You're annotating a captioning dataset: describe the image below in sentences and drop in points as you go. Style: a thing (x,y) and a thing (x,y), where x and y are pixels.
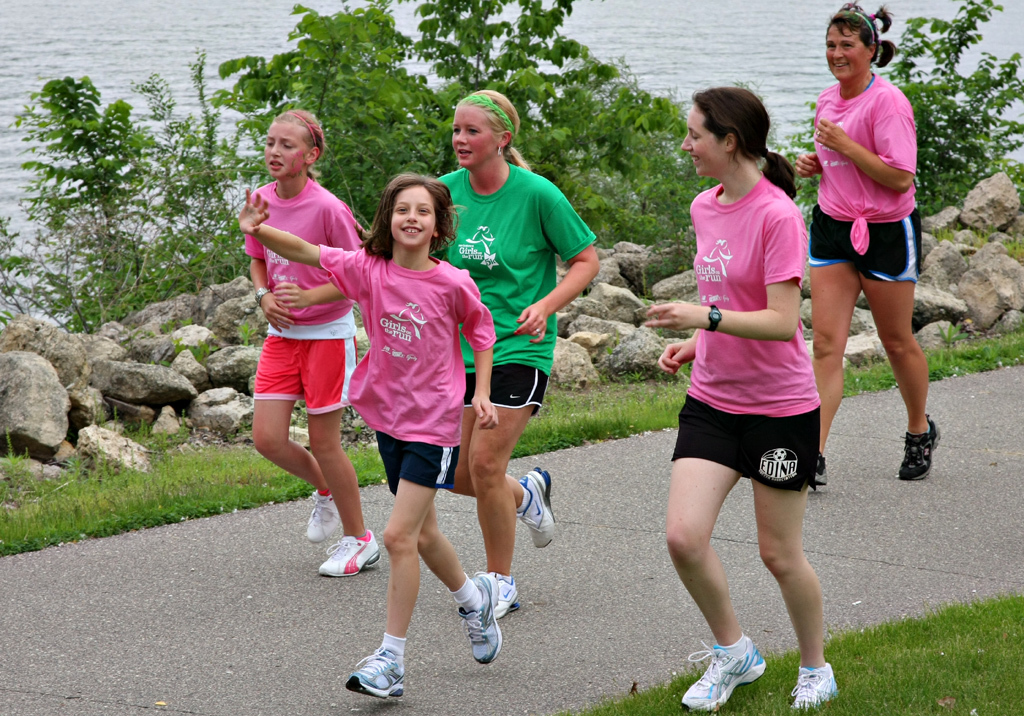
In this picture there are people (493,400) in the center of the image (394,272), it seems to be they are running and there are rocks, plants (328,79), and water (691,89) in the background area of the image (576,118).
